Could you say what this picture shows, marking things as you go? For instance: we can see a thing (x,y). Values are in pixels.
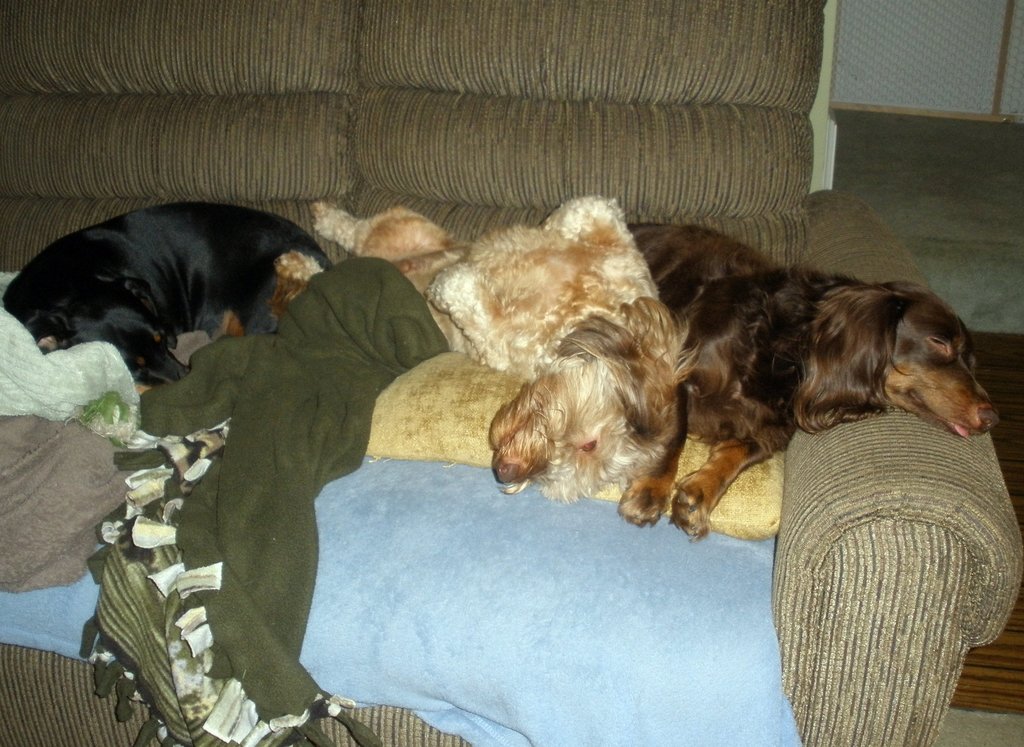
Here in this picture we can see a group of dogs (156,357) lying on a sofa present over a place.
